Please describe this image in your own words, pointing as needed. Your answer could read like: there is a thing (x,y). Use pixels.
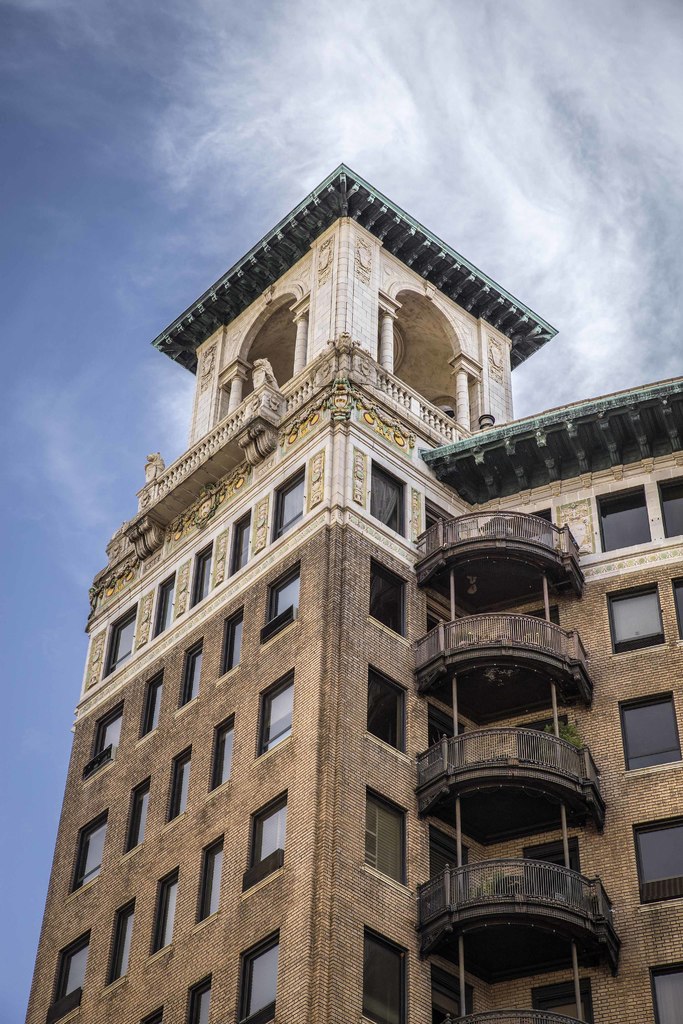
This picture consists of building (458,316) and windows (289,482) and sculpture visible on the wall (233,336) of the building (375,276) and at the top (483,138) I can see the sky (228,204).
